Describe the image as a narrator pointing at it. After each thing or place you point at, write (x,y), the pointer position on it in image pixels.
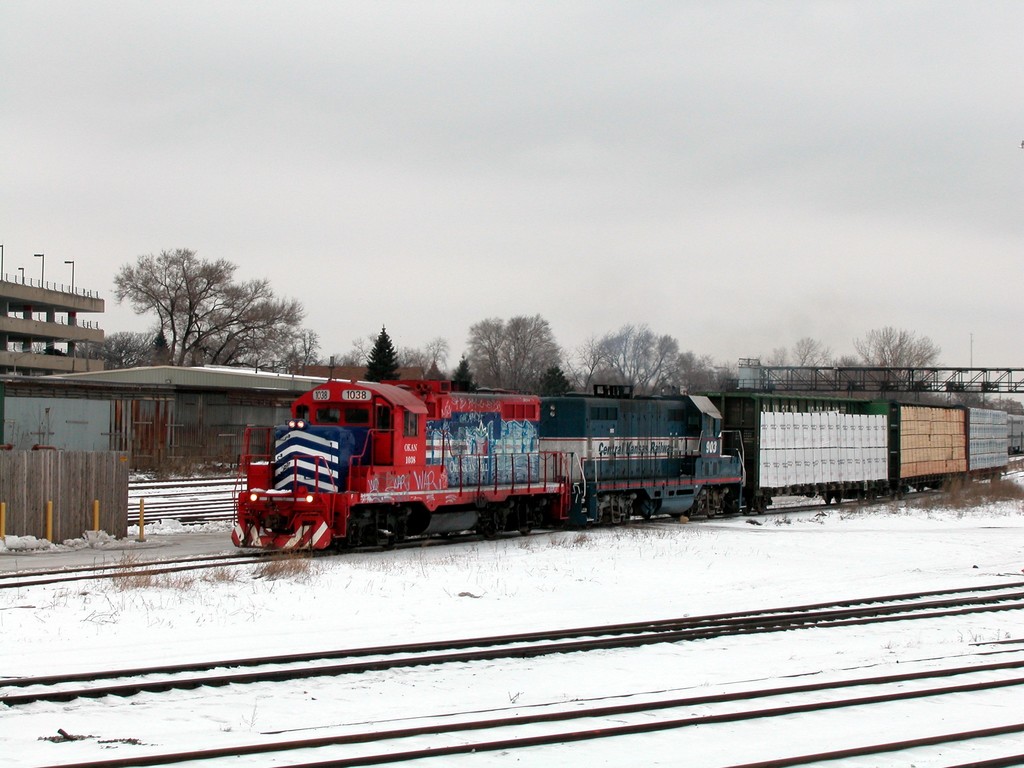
In this image I can see the train (405,529) on the track (405,545). The train (469,488) is colorful. To the side I can see the snow (439,594). In the back (194,444) I can see the shed (177,387), many trees (279,320) and the sky (533,209).
